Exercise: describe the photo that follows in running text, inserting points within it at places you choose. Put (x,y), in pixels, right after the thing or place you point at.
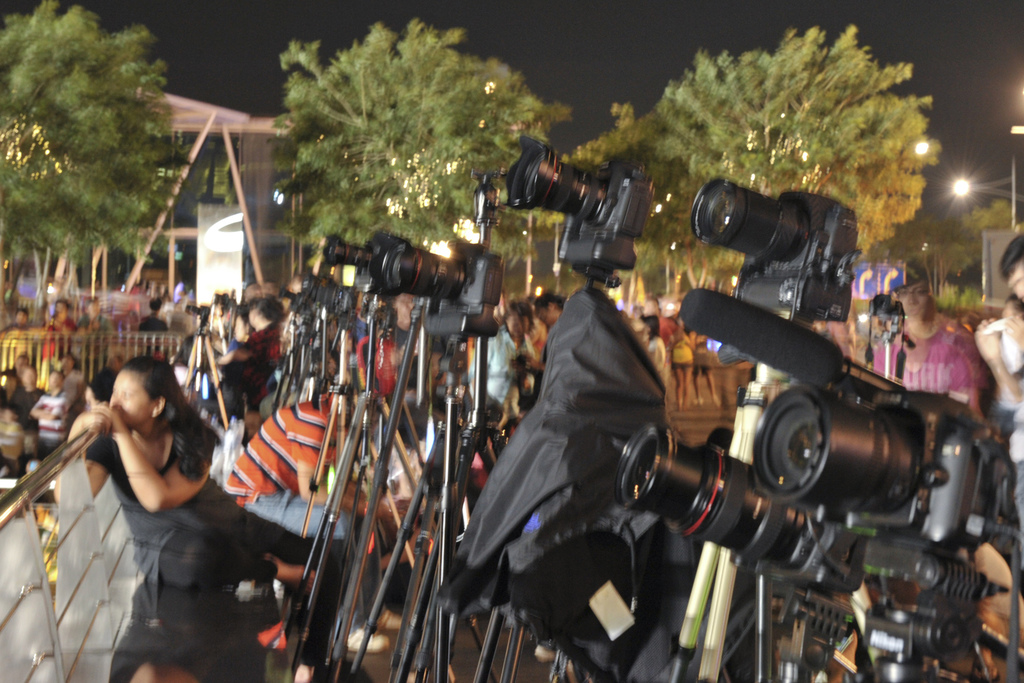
In this image, there are a few people (143,407). We can see some camera stands (462,433). We can see some tripods (202,351). We can see an arch (201,115). There are a few trees (335,116). We can see some lights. We can see a signboard (856,278). We can see the sky (530,48). We can see the ground (694,427).
